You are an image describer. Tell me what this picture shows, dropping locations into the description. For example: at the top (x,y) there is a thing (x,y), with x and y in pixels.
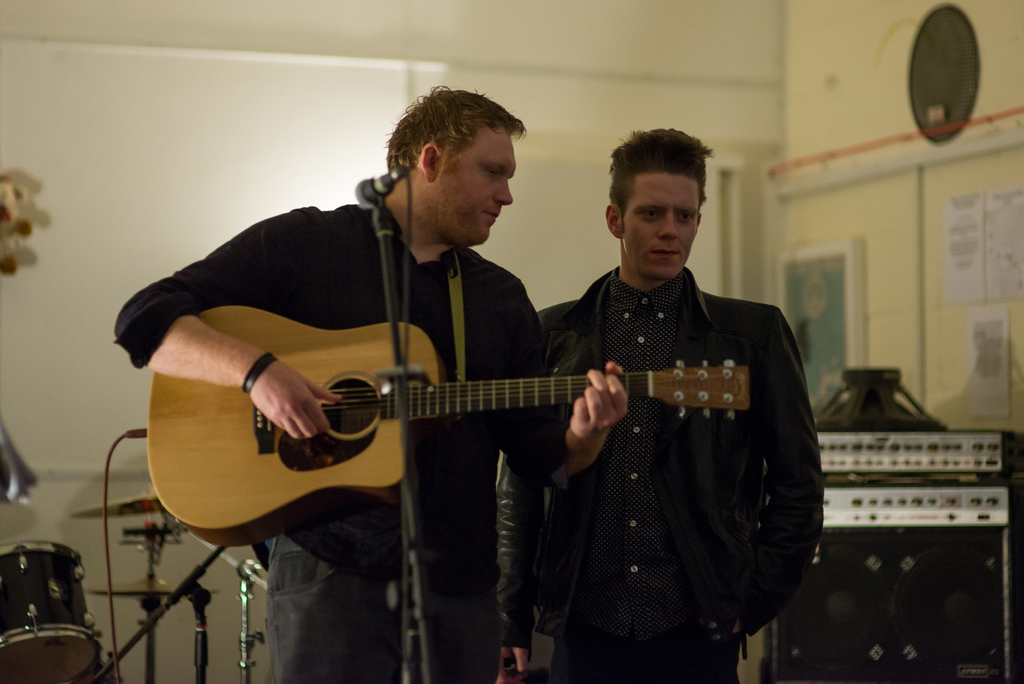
In the image we can see there is a man (427,155) who is holding guitar (263,432) in his hand (610,364) and another man (660,174) is standing beside him.
